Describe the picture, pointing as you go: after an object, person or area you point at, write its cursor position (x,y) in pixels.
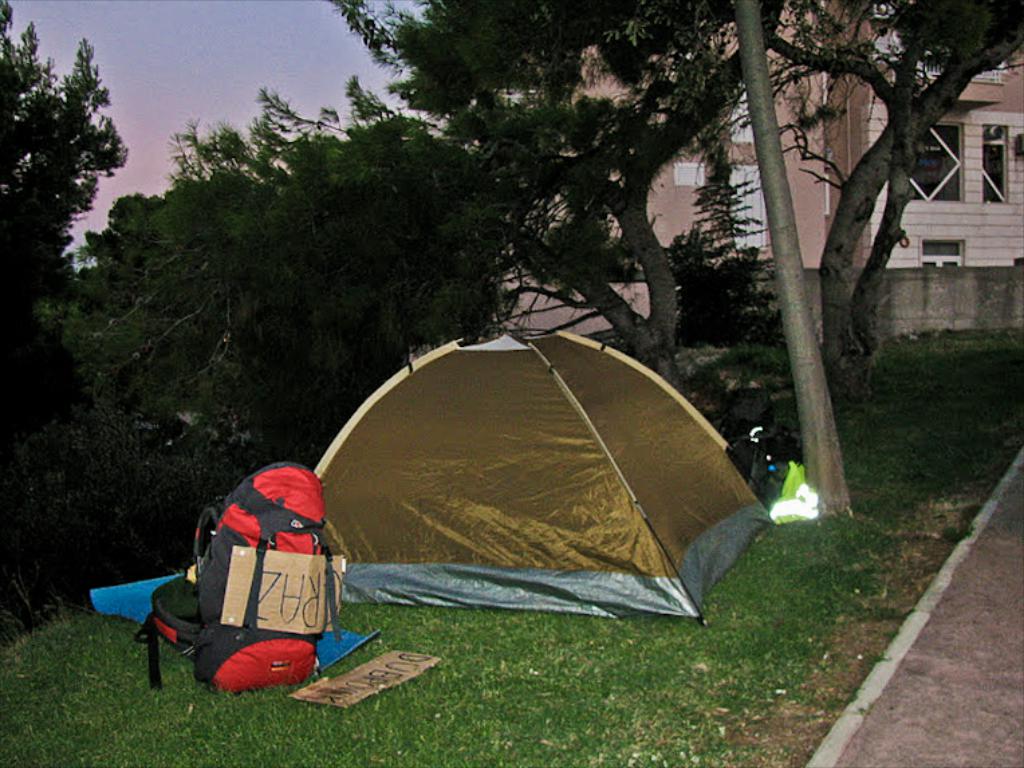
The image is clicked outside. There are so many trees (339,224). This a sky (255,103) on the top side (226,123) left corner (187,98). There is a small tent (642,503) here in the middle of the image (643,502). There is a bag (219,555) on the left side (215,599). And there is a board (432,657). The tent (553,423) is placed on the grass (671,677) near the footpath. There is pole (792,331) on the right side (813,395). And there is building (982,131) on the right side (919,221) top corner.
